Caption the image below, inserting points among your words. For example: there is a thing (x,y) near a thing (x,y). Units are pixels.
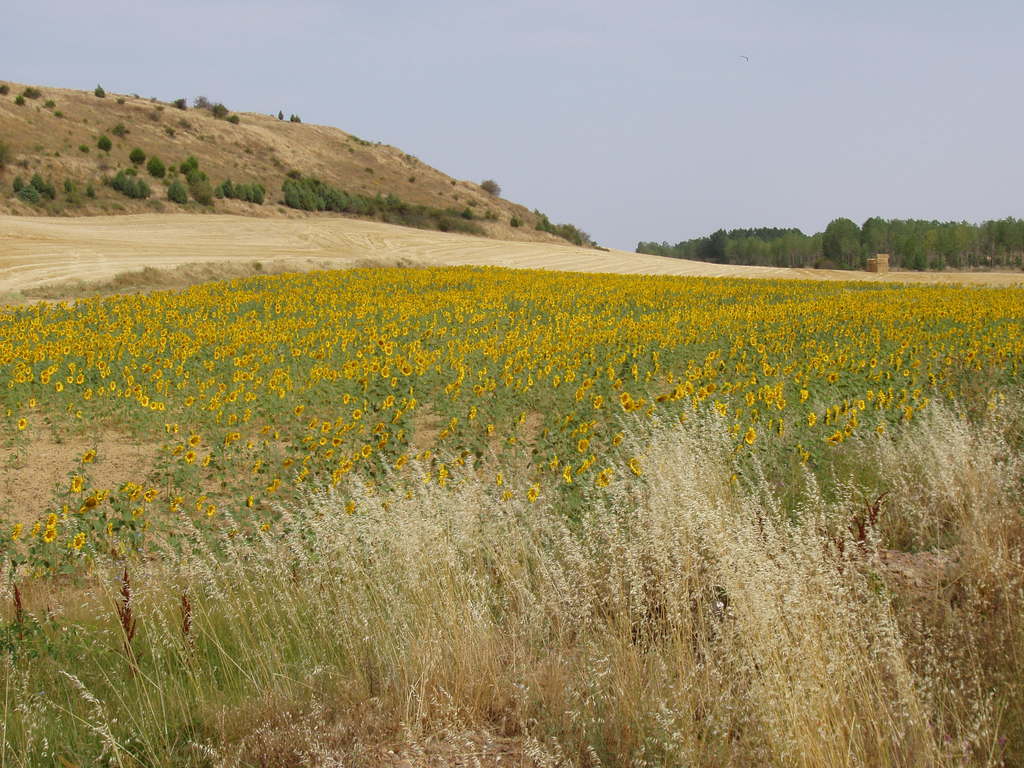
In this image there is a sunflower field (533,382), in the background (213,177) there is a mountain (408,180), trees (743,250) and a sky (713,75).
